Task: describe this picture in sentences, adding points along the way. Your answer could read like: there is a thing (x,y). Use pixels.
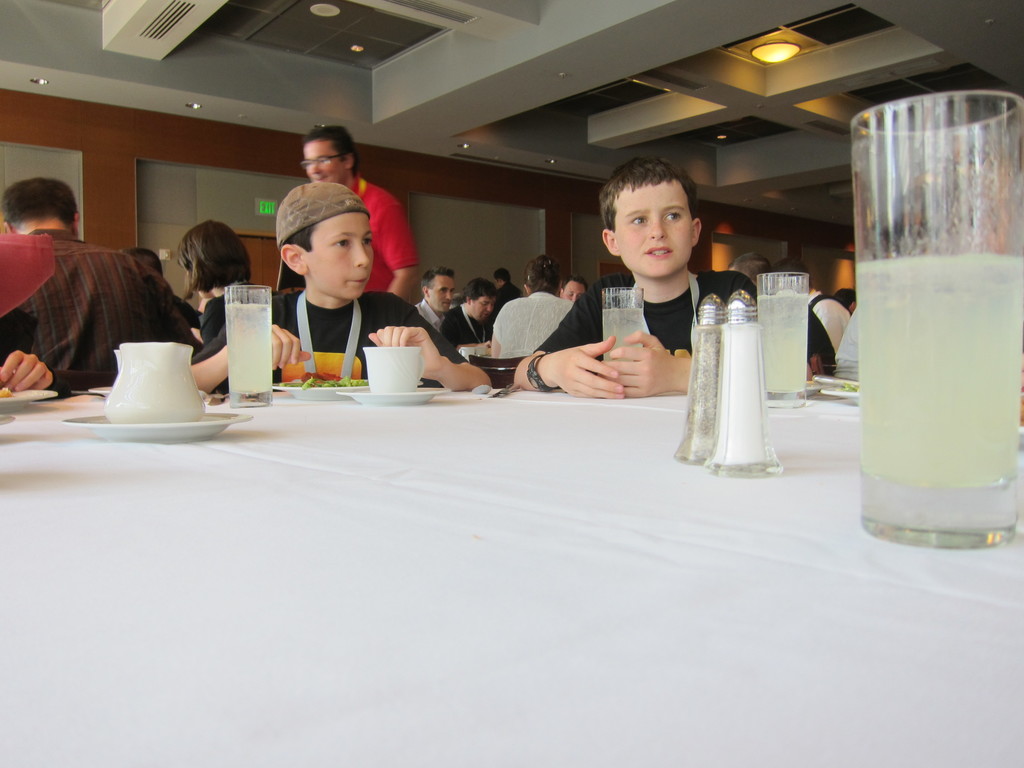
The photo is taken in a restaurant (345,645). In the foreground of the picture (299,462) there is a table (930,686), on the table (286,443) there are glasses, cups (377,372) and salt and pepper jars (712,380). in the center of the picture (589,336) there are lot of people (659,357) seated. In the background (535,178) there is a wall (562,232). On the top (548,3) there is a ceiling (731,45) and a light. In the foreground (348,386) on the table (435,495) there is food (334,381) in the plate (838,397).
